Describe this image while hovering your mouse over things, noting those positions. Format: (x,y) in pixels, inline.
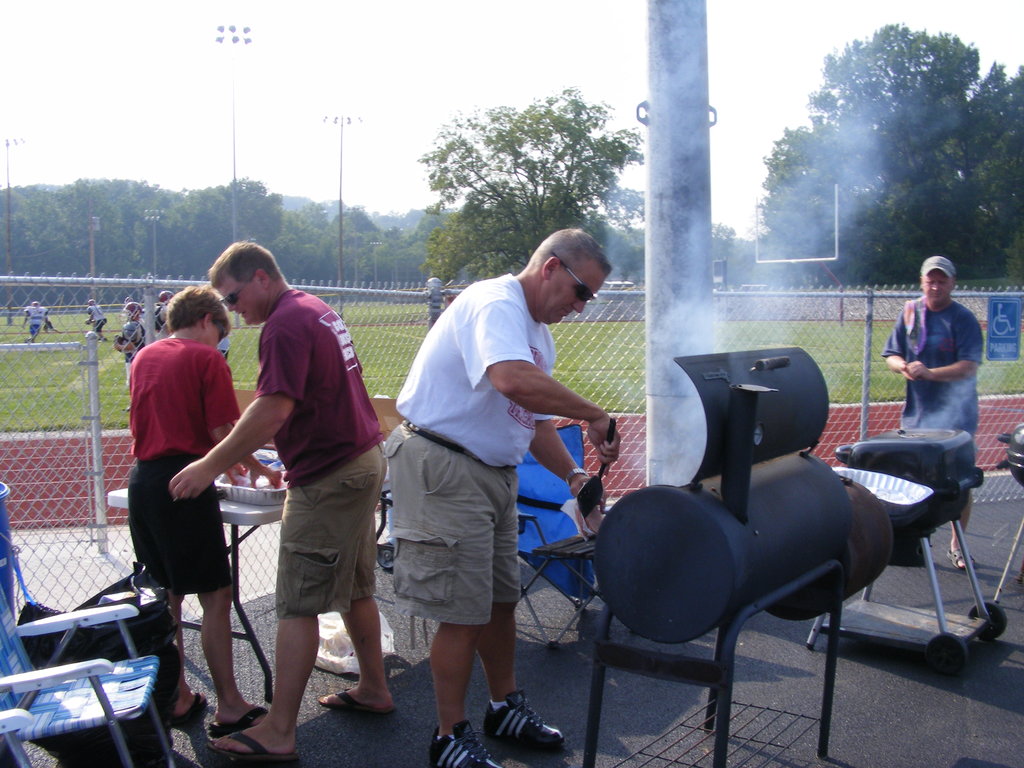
In this picture we can see few people (368,693), chairs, table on the ground (425,722), here we can see few objects (393,415) and in the background (271,565) we can see a fence (254,561), few people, trees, poles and the sky (750,7).
